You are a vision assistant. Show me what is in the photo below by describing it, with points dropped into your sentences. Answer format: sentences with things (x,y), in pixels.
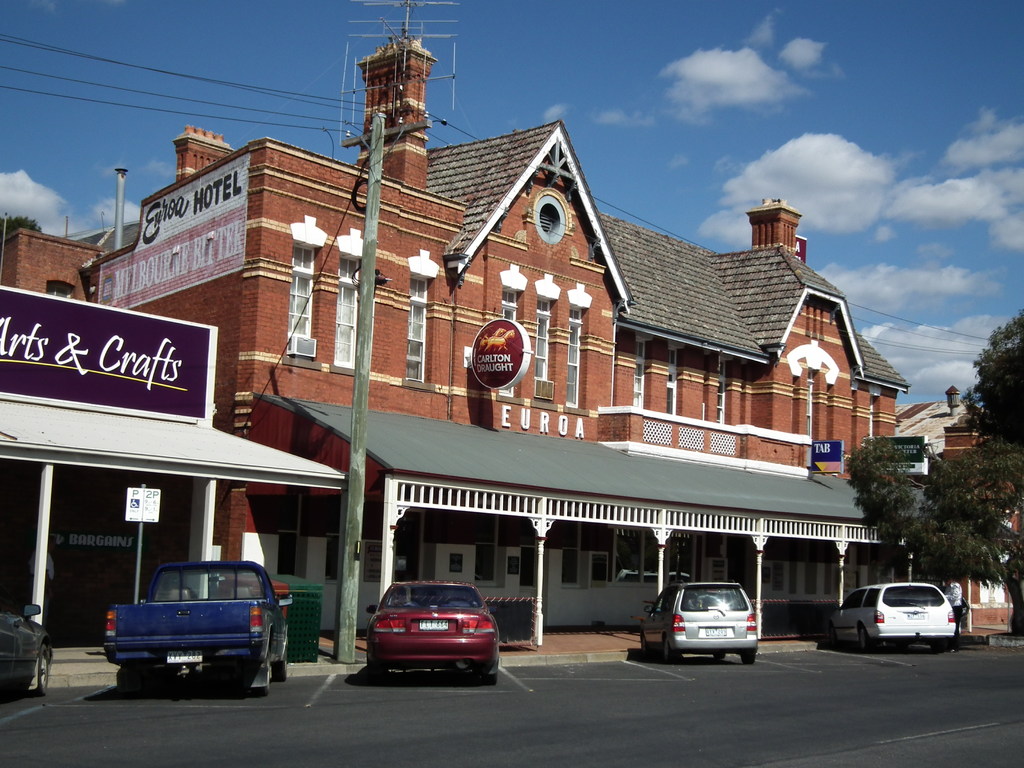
In the picture I can see buildings (408,466), boards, trees (1002,417), few vehicles (662,651) are parked beside the road (758,718) and clouded sky (775,177).
